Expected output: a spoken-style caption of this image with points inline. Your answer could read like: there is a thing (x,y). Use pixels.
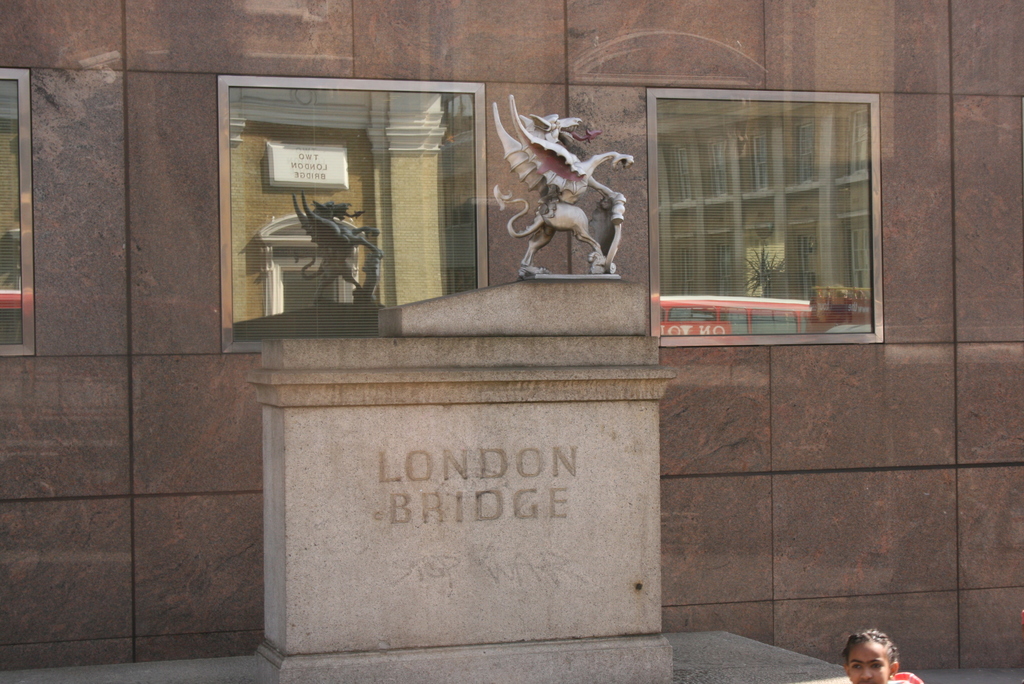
In this image there is a memorial (482,623). There is text (461,476) on the memorial (465,473). On the top of the memorial (530,314) there is a sculpture (541,224). Behind the memorial (360,547) there is a wall (177,126). There are glass windows (292,196) to the wall (632,209). In the reflection (749,216) of the windows (309,233) there are buildings (392,155), boards (307,161), a bus (742,319) and a plant (752,269). In the bottom right (879,656) there is a face (865,663) of a person (861,648).
